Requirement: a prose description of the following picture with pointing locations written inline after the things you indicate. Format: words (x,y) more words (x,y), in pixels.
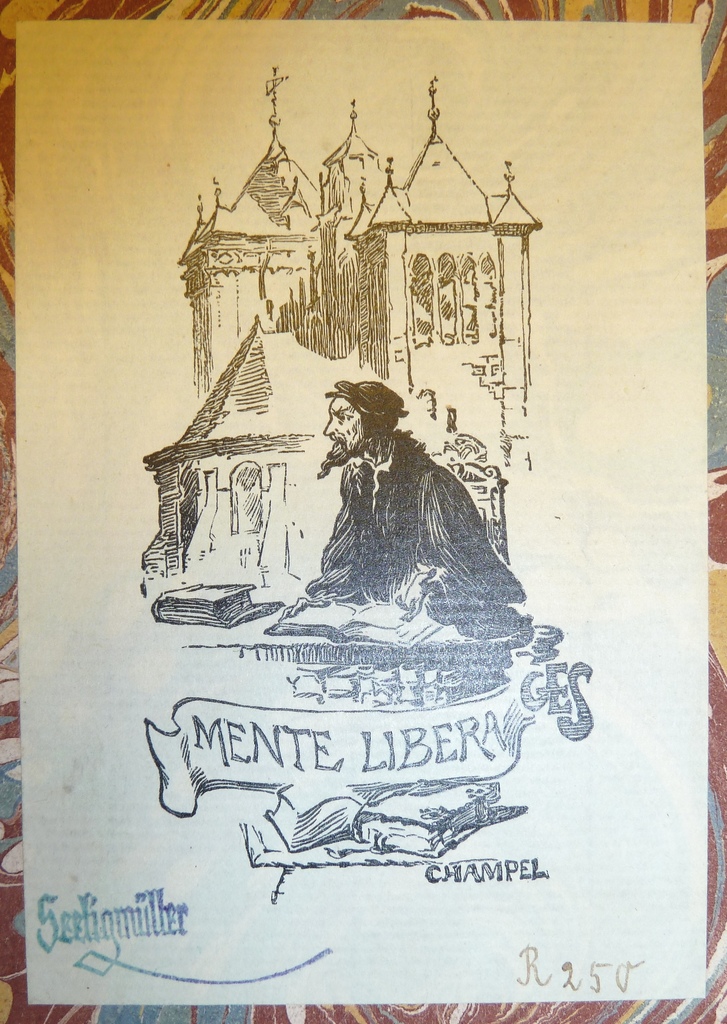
In this image we can see a poster (441,500). We can see a person (464,510) and a building (411,362) on the poster (365,762). There is some text (441,758) at the bottom (452,758) poster (343,850).
